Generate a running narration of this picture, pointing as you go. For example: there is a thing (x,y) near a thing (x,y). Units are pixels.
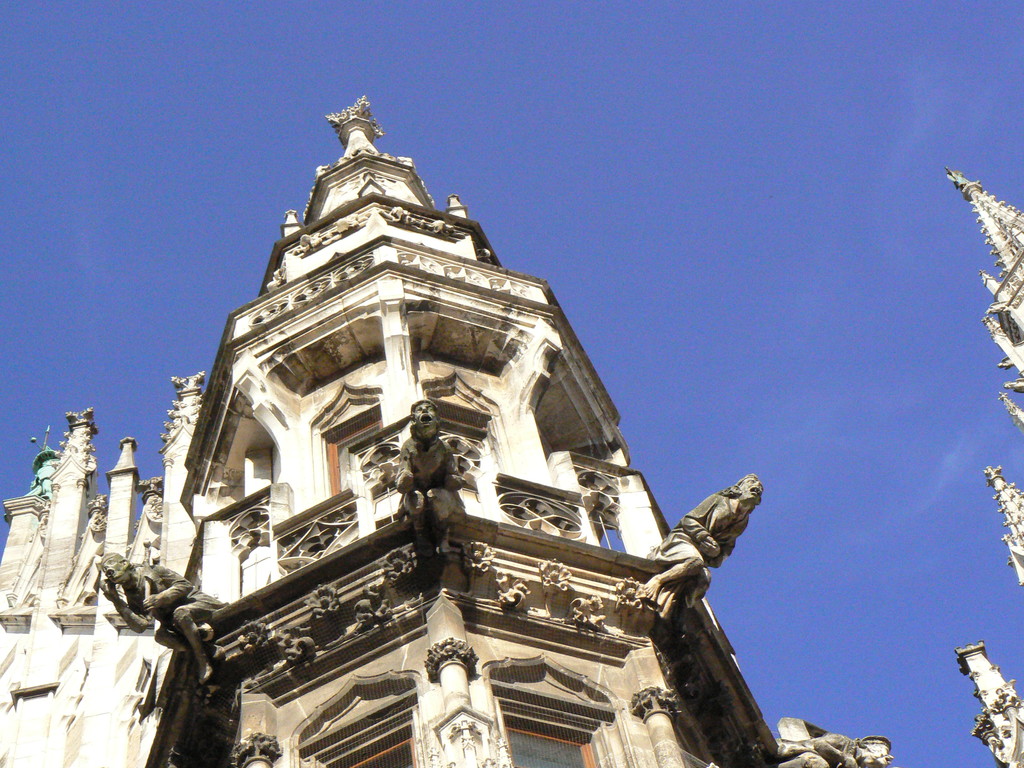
At the bottom of the image (227,598) I can see a building (303,526). There are few statues (434,502) on the walls (244,550). At the top of the image (698,143) I can see the sky (644,112).
